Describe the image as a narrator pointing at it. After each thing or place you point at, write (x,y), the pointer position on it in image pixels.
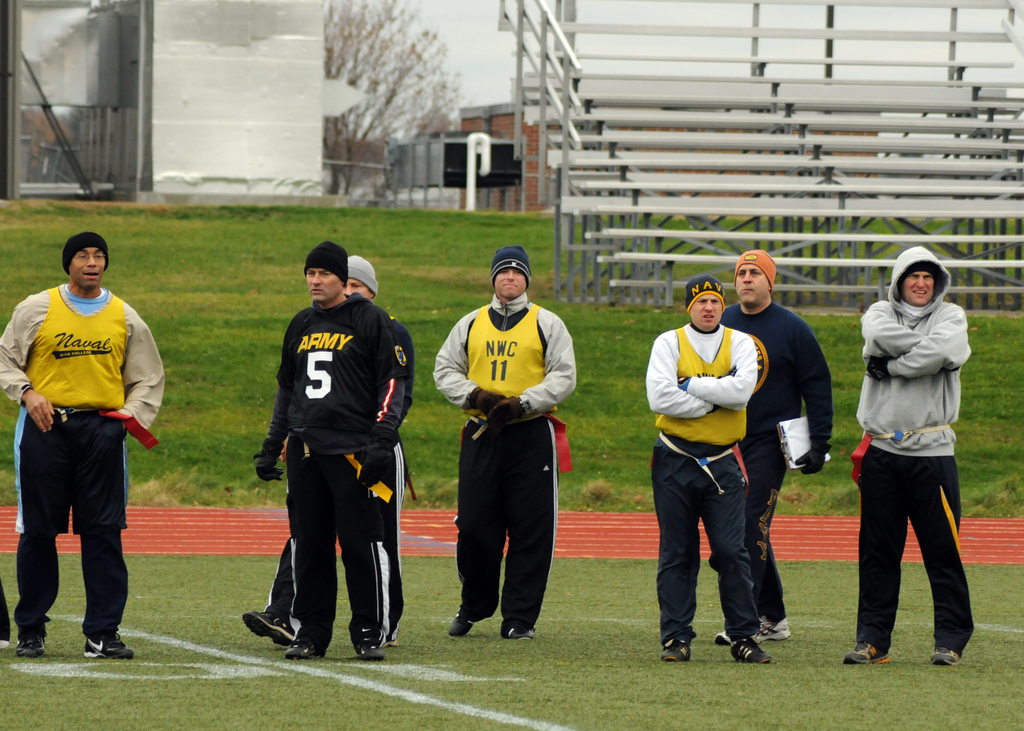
In the foreground of the picture (737,395) there are people (360,481) standing. At the bottom (188,644) there is grass (195,629). In the center of the picture (461,259) there is grass (849,315). At the top right (844,120) there are benches (639,142). On the top left (199,140) there are trees (392,132) and buildings (255,132). Sky (460,38) is cloudy.
